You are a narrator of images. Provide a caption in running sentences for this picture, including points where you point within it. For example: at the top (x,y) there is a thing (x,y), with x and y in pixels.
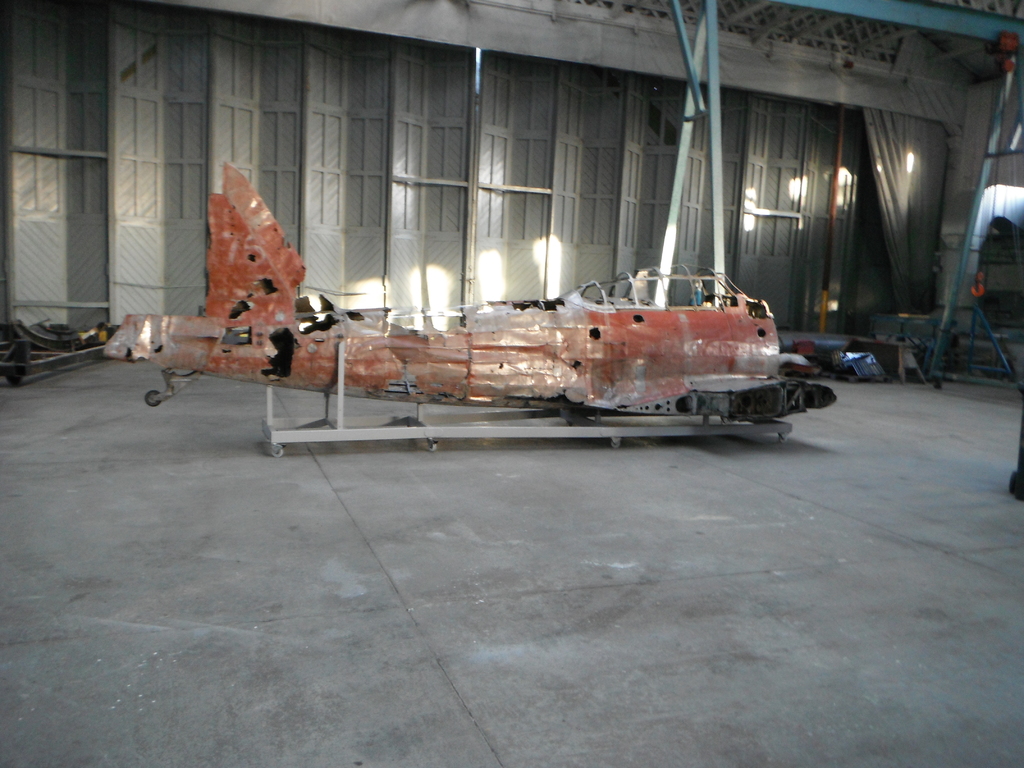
In this image there is an airplane (524,352) which is in destroyed condition. In the background (440,183) there are doors (447,155). On the right side (980,198) there is a stand (939,371). On the floor (53,394) there are metal objects (833,353).
